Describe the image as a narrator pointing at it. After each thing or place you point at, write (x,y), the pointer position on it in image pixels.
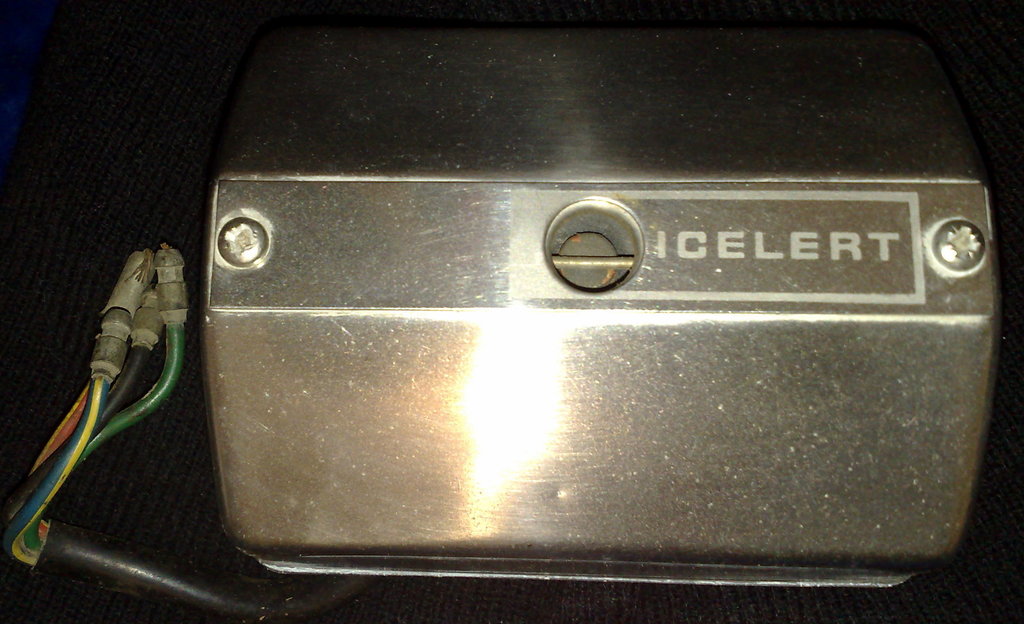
In this picture we can see screws (957,224) to a metal box (403,296), cables (105,378), some objects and these all are placed on a black cloth (208,467).
